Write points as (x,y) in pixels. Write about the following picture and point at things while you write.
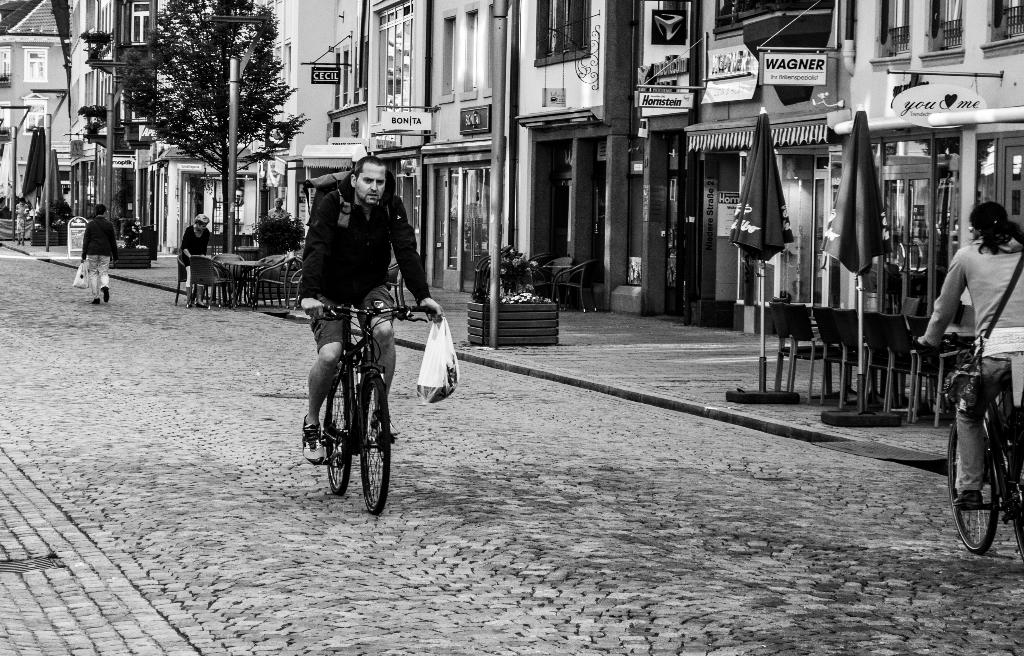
In the image there is a man (353,271) riding on bicycle (341,438) in front (352,239) there are buildings (721,109), it seems to be on a street (461,496) and there are some stores (922,138) and hotels (669,260).
